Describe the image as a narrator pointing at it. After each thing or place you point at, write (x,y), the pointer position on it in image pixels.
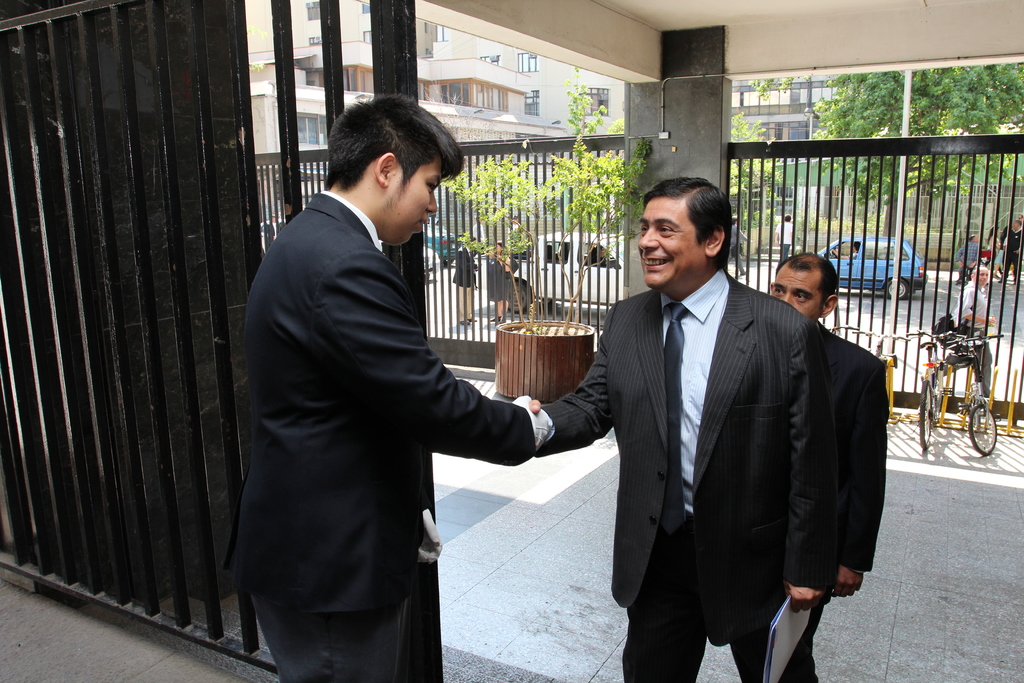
In this image we can see persons (751,370) standing on the floor (897,486) and road (846,307), bicycles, motor vehicles (595,255) on the road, plants (547,193), trees (871,185), buildings (438,94), grills (245,175) and street poles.
